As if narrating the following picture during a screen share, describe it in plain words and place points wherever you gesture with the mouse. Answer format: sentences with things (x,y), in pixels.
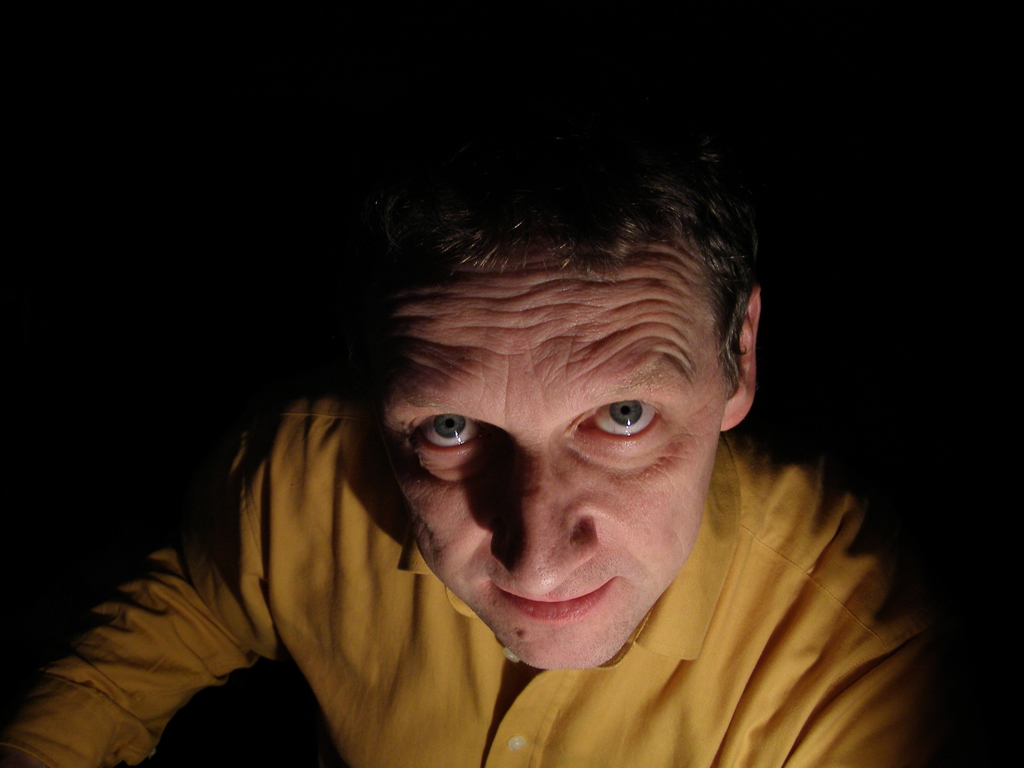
In this picture there is a man (717,505) wore yellow shirt (455,675). In the background of the image (833,308) it is dark.
